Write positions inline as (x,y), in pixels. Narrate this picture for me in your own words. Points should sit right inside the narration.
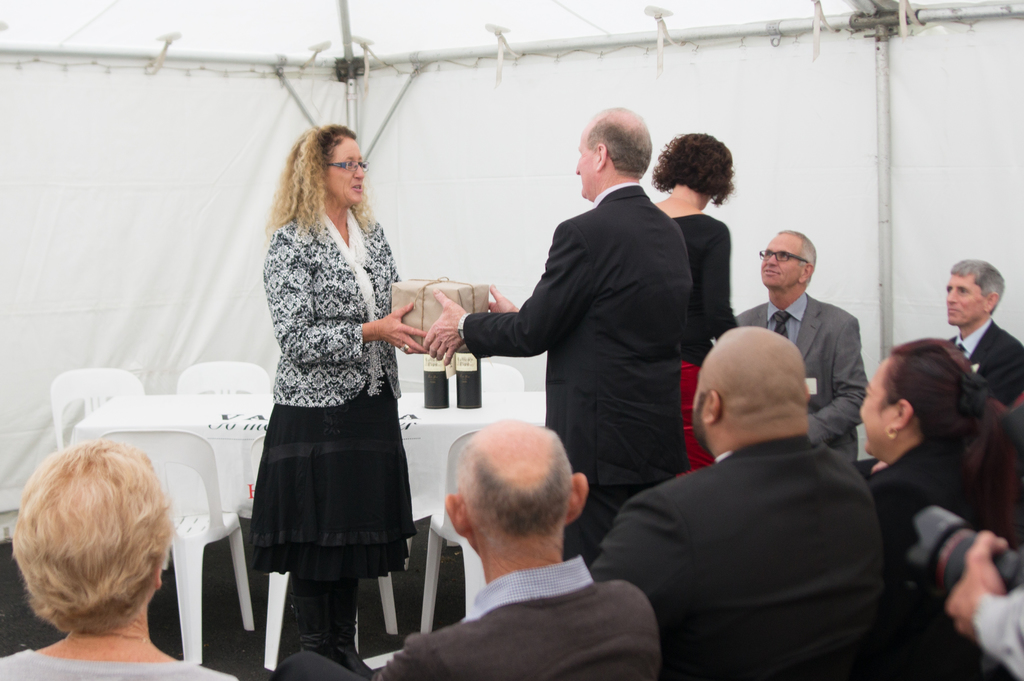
In the picture we can see some people (812,488) are sitting on the chairs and one (657,332) man and woman (381,386) are standing, man (646,317) is giving something kind of box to the woman (372,372) and in the background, we can see some table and chairs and behind it we can see tent walls (36,73) with some poles (396,60).
